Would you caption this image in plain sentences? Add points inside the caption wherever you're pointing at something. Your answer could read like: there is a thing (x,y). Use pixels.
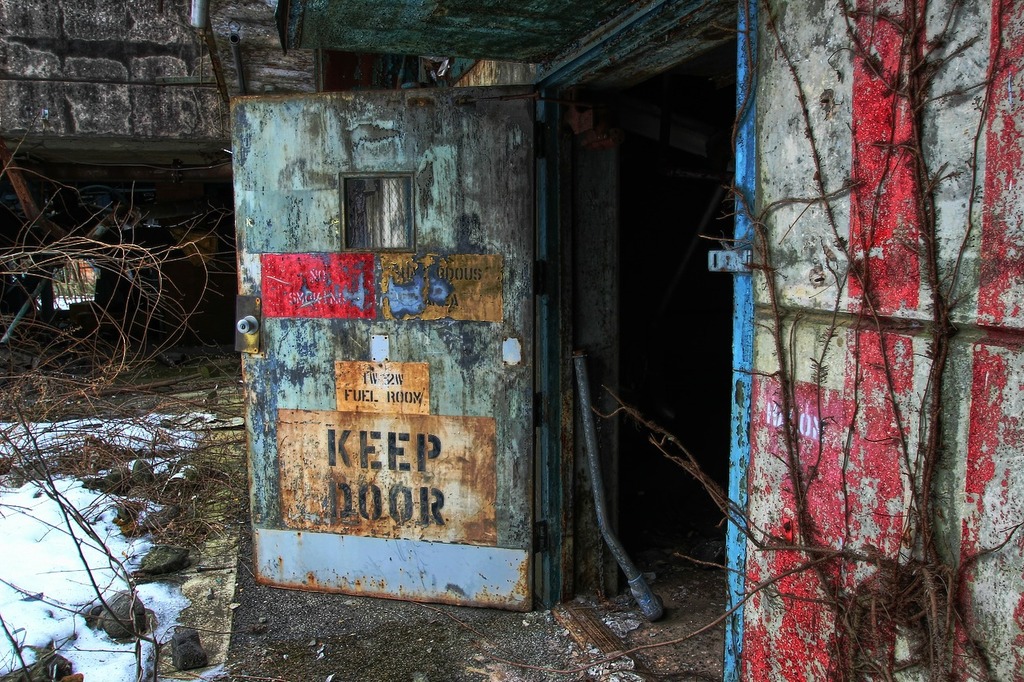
In this image we can see a door (347,301) to the wall (608,419), there is a rod (616,558) near the door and there are few sticks (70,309) and stones (135,614) on the ground (273,608).
